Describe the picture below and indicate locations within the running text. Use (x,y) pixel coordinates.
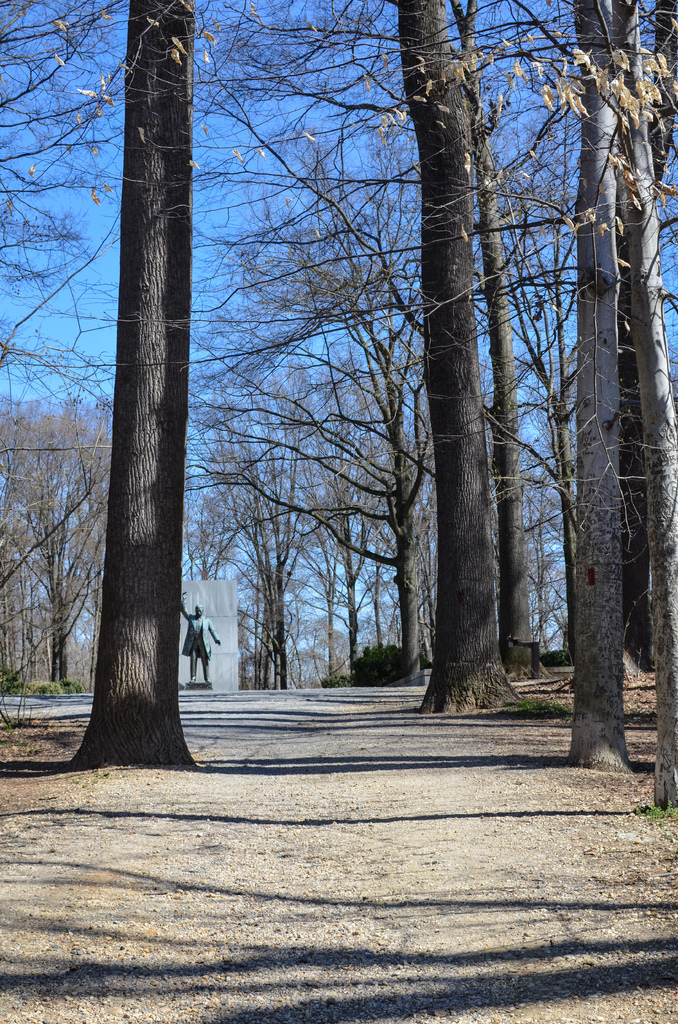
In this image I can see an open ground (361,753) and on it I can see shadows (130,972) and number of trees (391,519). In the background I can see a sculpture (193,629) and the sky (306,237).
